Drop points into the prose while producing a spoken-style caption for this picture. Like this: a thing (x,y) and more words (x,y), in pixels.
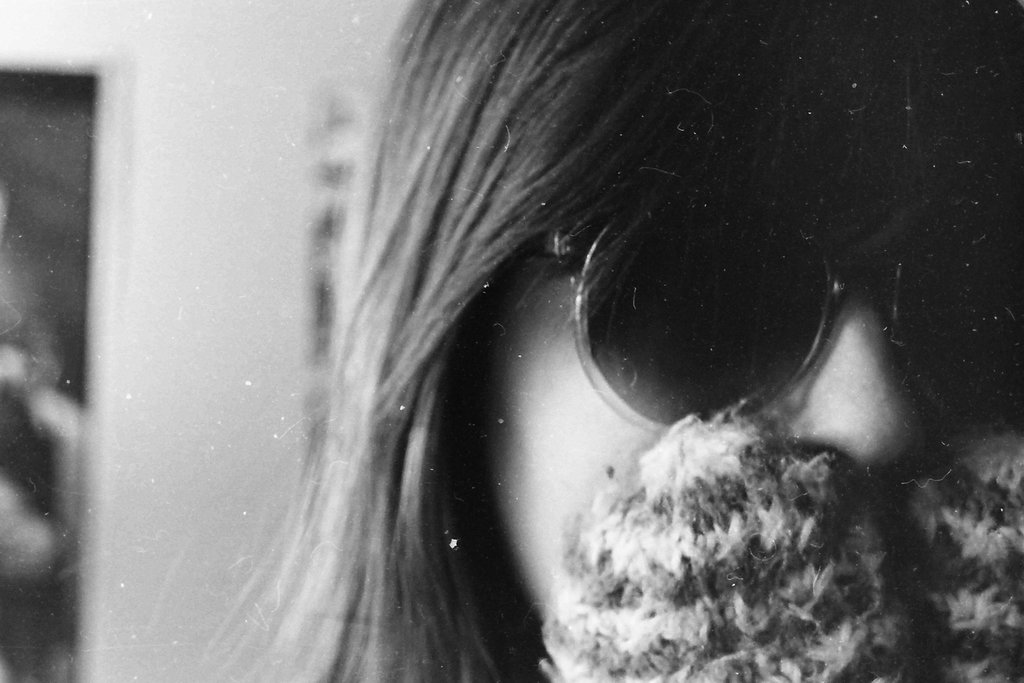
In this image I can see a persons face (650,186) who is wearing goggles (802,305) which are black in color. In the background (219,212) I can see the wall (204,223) and few other objects (4,89).
